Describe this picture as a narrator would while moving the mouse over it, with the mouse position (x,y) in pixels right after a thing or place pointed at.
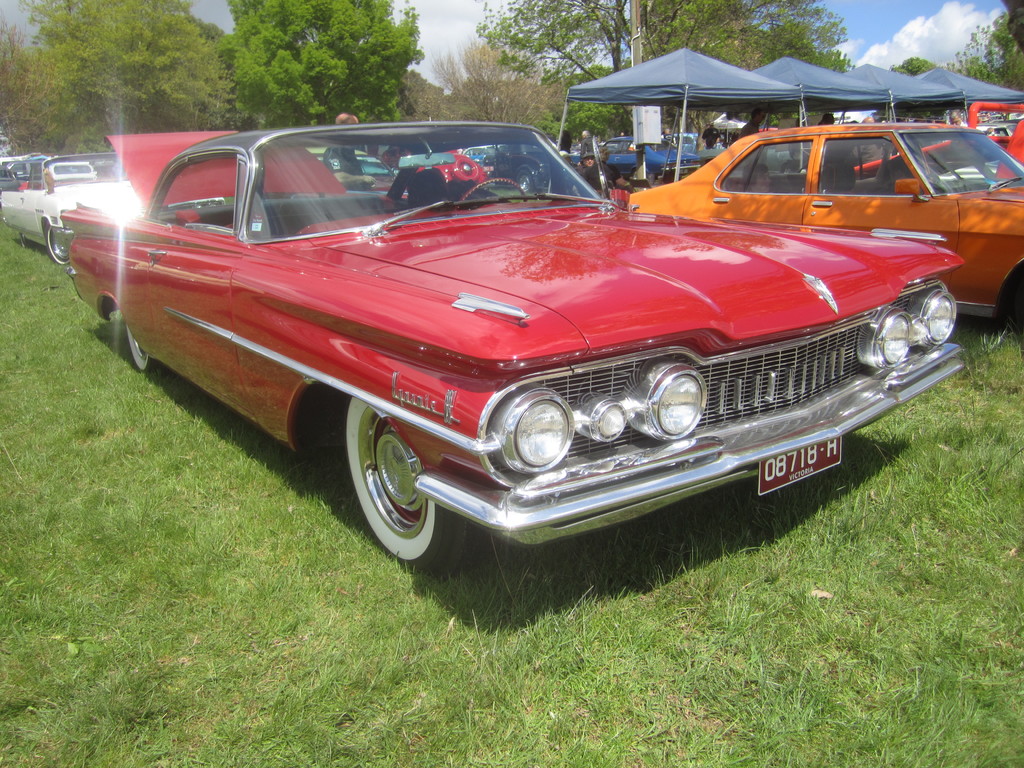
In this picture we can see few cars (641,319) on the grass (682,616), in the background (710,144) we can find group of people (354,123), chairs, tents (664,82) and trees (497,86).
